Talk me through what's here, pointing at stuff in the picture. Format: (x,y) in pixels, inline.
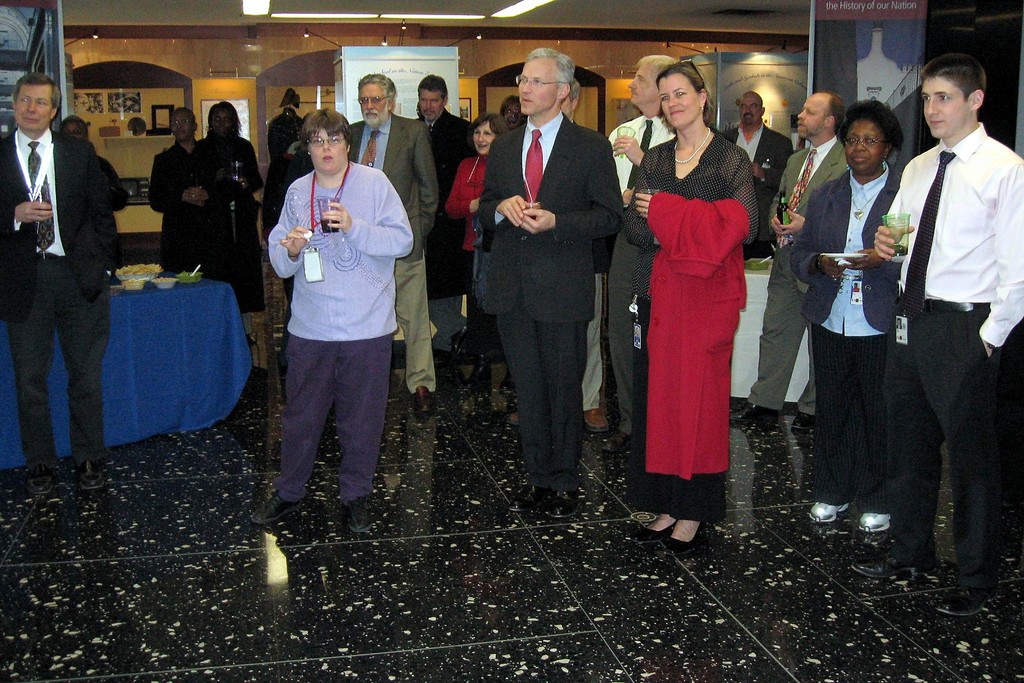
In this image on the right (936,218) there is a man (967,209), he wears a shirt (974,271), trouser (978,447), shoes (899,557), he is holding a glass (896,233) and there is a woman (840,281), she wears a suit (881,301), shirt (849,298), trouser (833,341), shoes (876,520). In the middle (584,270) there is a man (573,270), he wears a suit (561,222), shirt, trouser (527,458), shoes (560,499), he is holding a glass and there is a woman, she wears a dress (710,300), she is holding a glass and there is a woman (379,286), she wears a t shirt (325,288), trouser (326,408), she is holding a glass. On the left (82,201) there is a man (82,201), he wears a suit (65,192), shirt (55,205), trouser (70,398) and shoes (89,476). In the background (182,271) there are people (414,168), tables (197,301), bowls (171,286), food items (154,275), lights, screen (415,77) and wall (180,62).
